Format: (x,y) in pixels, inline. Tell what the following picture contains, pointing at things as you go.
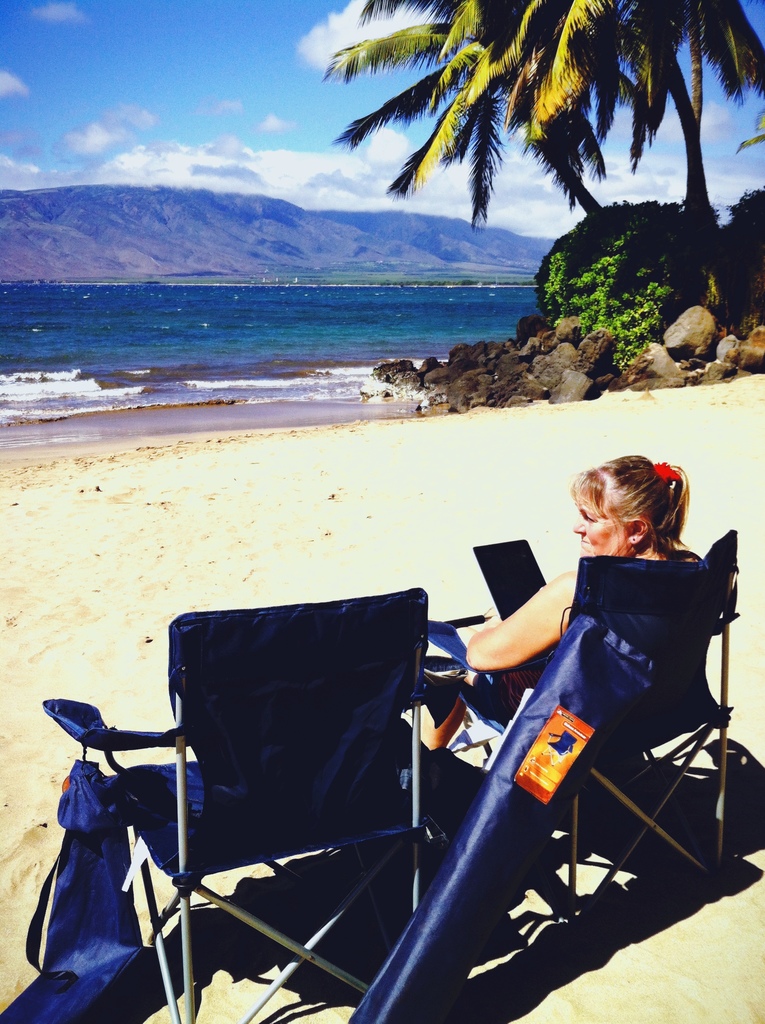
In this picture I can see 2 chairs (353,677) in front (379,690) and on the right chair (626,634) I see a woman (641,534) and she is sitting and I see the sand (442,464). In the middle of this picture (257,373) I can see the water (300,346), rocks (735,378), plants (594,260) and few trees (576,93). In the background (313,203) I can see the mountains (51,210) and the sky (48,62).
